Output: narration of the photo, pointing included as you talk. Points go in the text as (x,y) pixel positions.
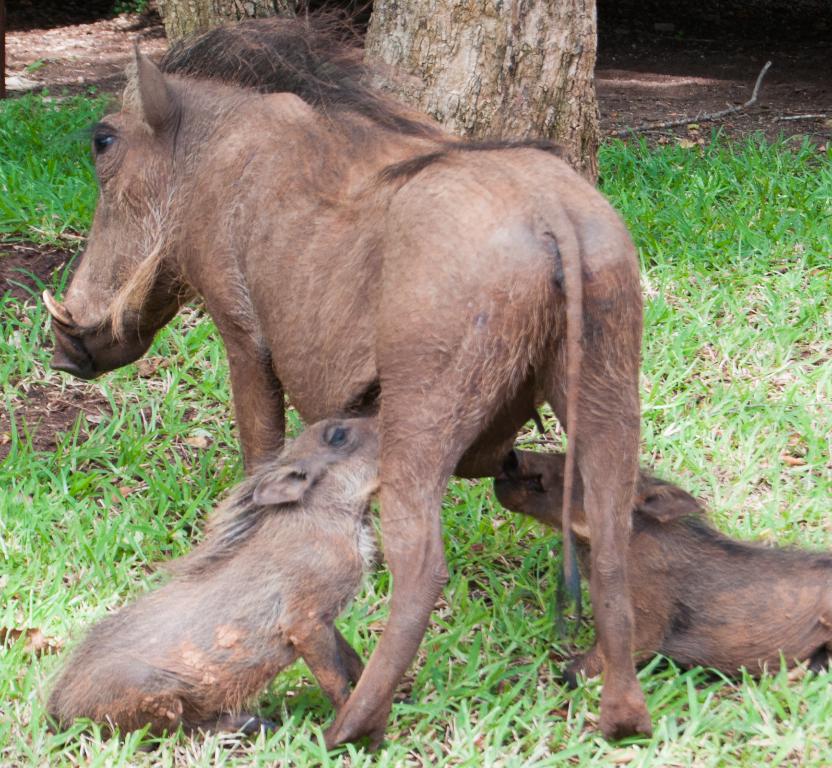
In this picture there is a pig (356,277) in the center (356,308) which is facing backwards and there are two baby pigs (688,621) drinking the milk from the pig (378,368). At the bottom (484,656) there is grass (441,630). On the top (437,47) there is a tree (461,73).
